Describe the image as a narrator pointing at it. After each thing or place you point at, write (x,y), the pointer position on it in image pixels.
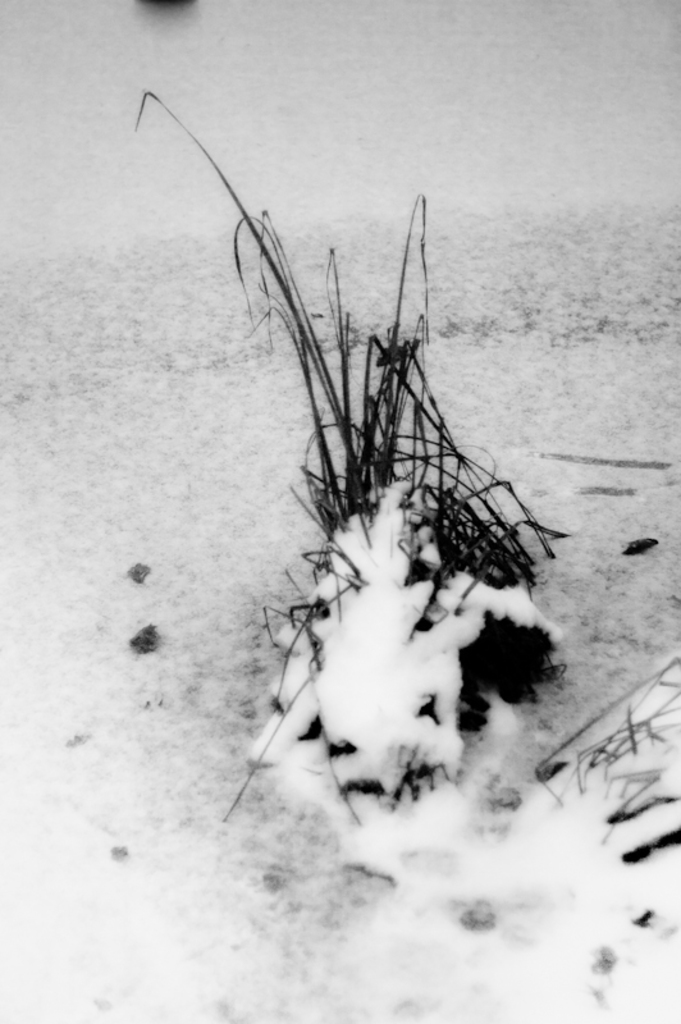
In this picture there is a monochrome (312,494) in the center of the image (324,575).
